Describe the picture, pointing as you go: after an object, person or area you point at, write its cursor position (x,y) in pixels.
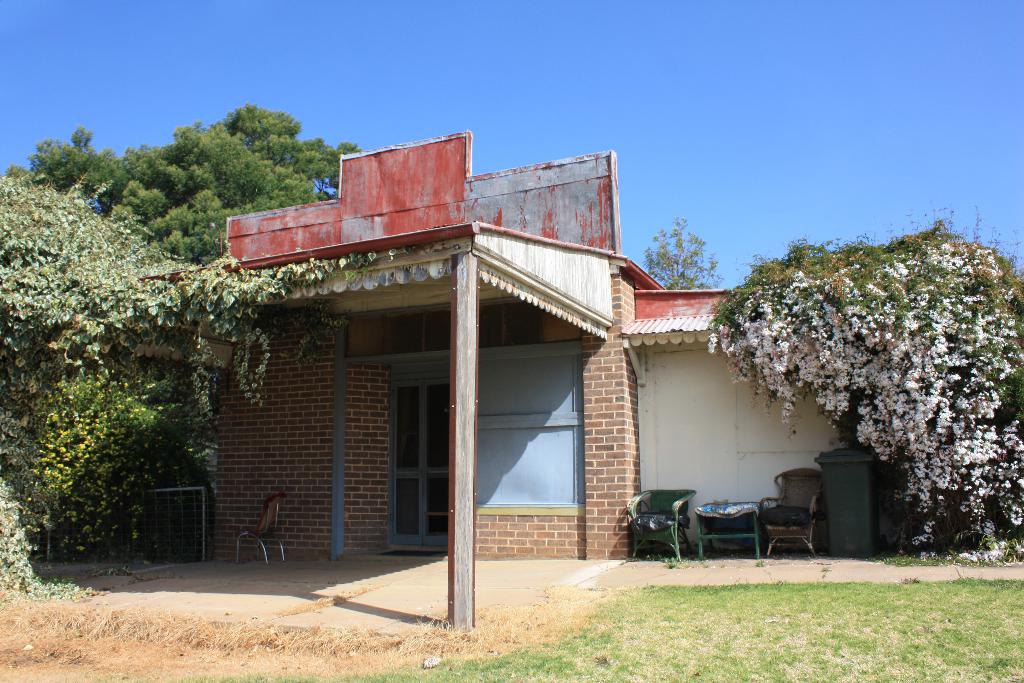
In this image I can see grass (790,654), few trees (34,388), a green colour container (831,509), few chairs (269,541), a door (417,395) and a building (572,413). I can also see the sky (372,104) in background (732,135).
